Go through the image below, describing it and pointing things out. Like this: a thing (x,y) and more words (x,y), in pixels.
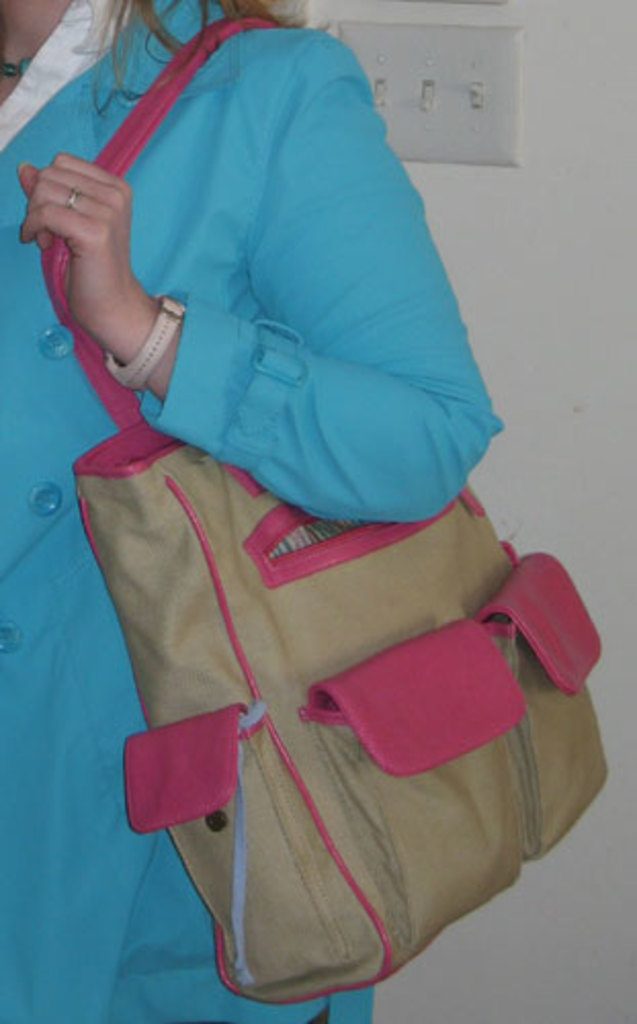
In this Image I see a woman (476,382) who is wearing a blue dress (13,400) and she is holding a bag (529,578).
